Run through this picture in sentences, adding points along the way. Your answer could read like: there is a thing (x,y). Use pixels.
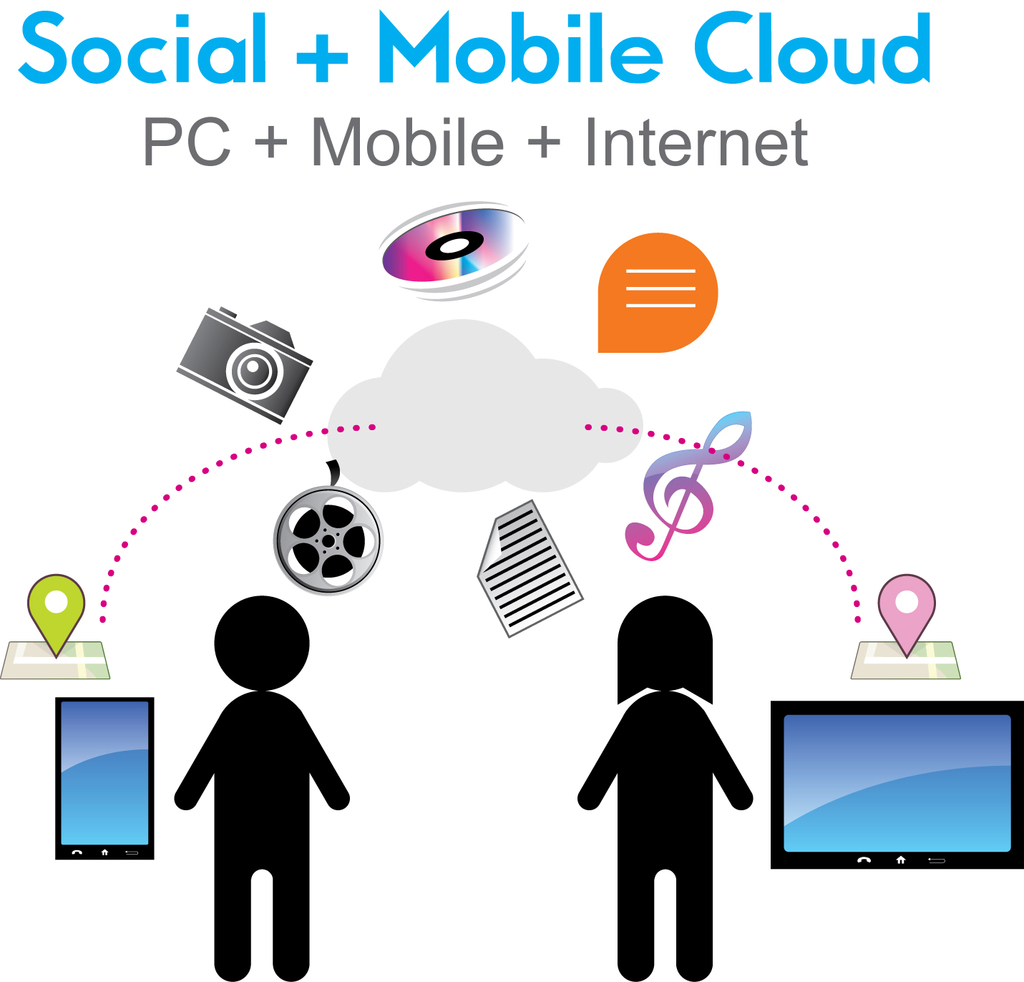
In this image, we can see some text (658,46) and images (876,800) printed.
